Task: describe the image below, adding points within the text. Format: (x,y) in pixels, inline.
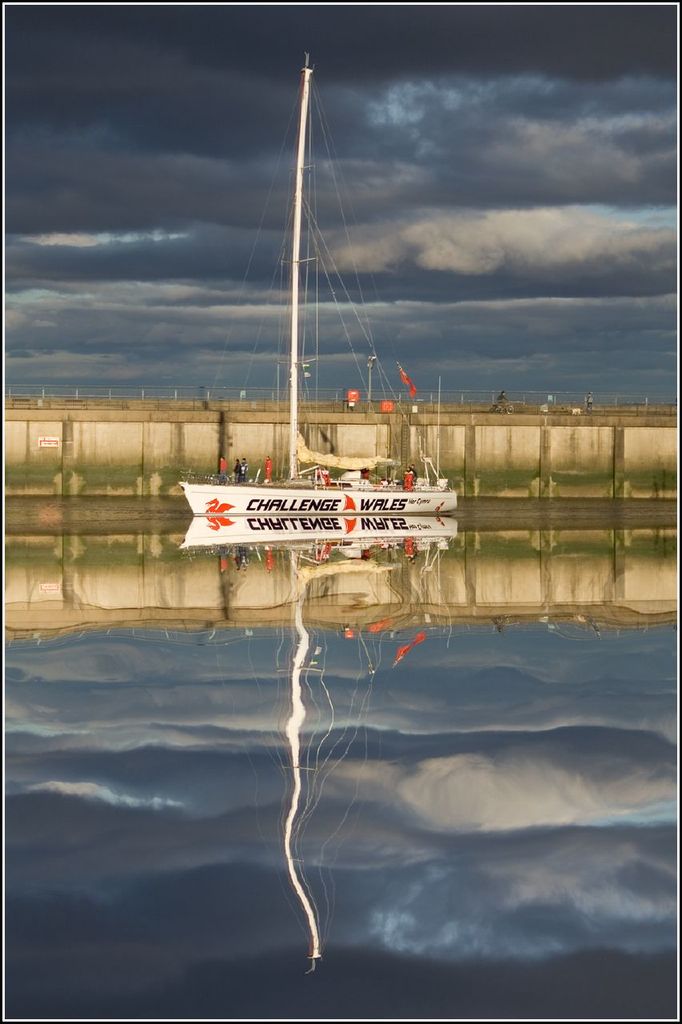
In this image there is a boat (372,503) in the water (294,532). In the background (286,416) there is a wall (184,414). At the top (163,213) there are black clouds (126,192). There is a pole (291,375) in the boat (294,417) to which there are ropes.
